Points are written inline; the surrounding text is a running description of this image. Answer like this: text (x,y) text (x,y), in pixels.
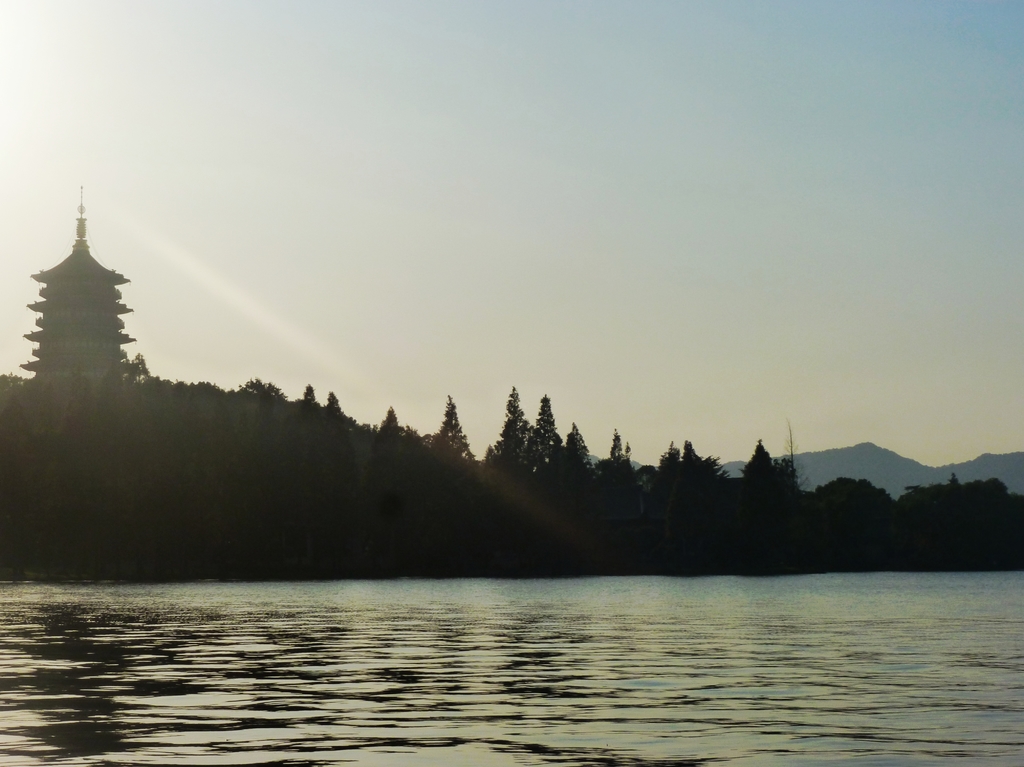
In this image to the bottom (469,675) there is a river (620,630) and in the background (430,491) there are some trees (752,499) and mountains (784,463), on the top of the image (575,216) there is sky (436,232).
